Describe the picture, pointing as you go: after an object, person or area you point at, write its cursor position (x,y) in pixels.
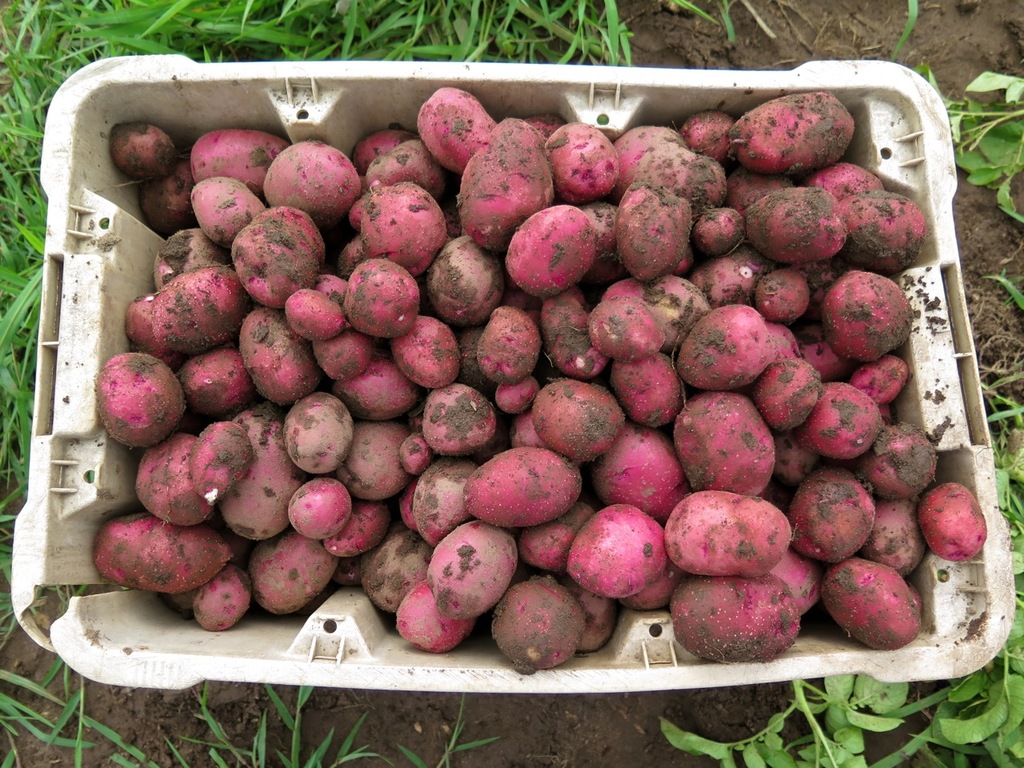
In this image we can see the grass (203,20) and tub (441,662). In that tub (816,628) there are some vegetables (622,387).
